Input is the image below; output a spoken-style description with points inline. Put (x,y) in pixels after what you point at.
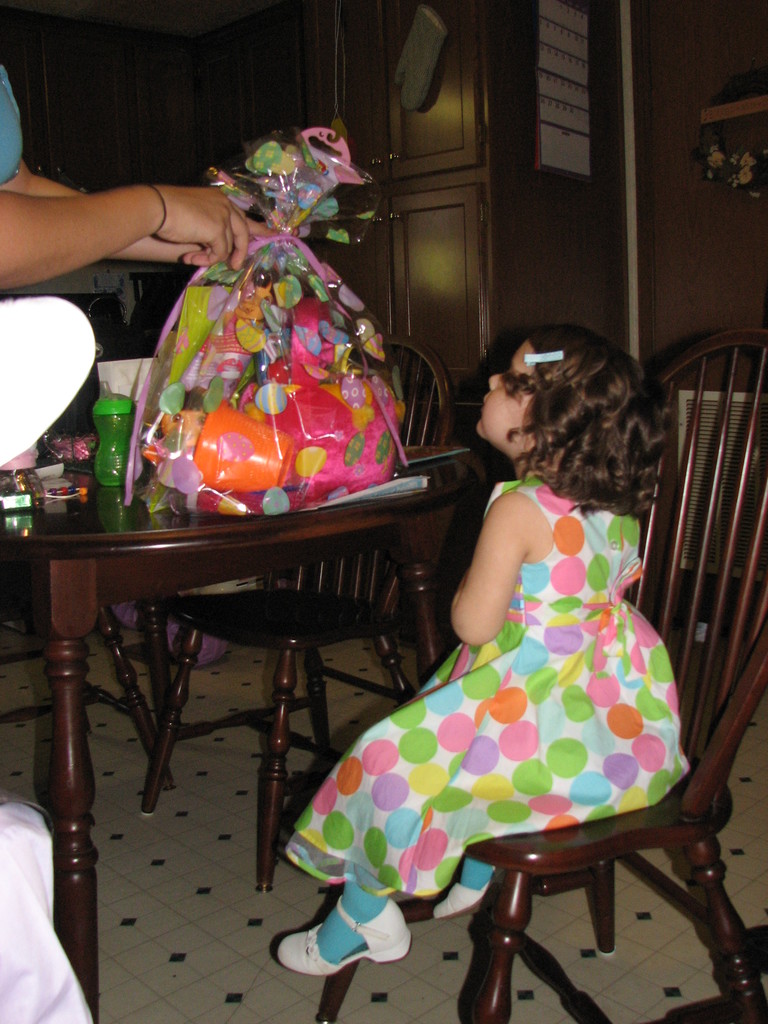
This picture shows a girl (283,950) seated on the chair (751,460) and a woman (174,257) holds a bag (371,454) of toys (366,463) and we see few bottles (115,438) on the table (56,502).
